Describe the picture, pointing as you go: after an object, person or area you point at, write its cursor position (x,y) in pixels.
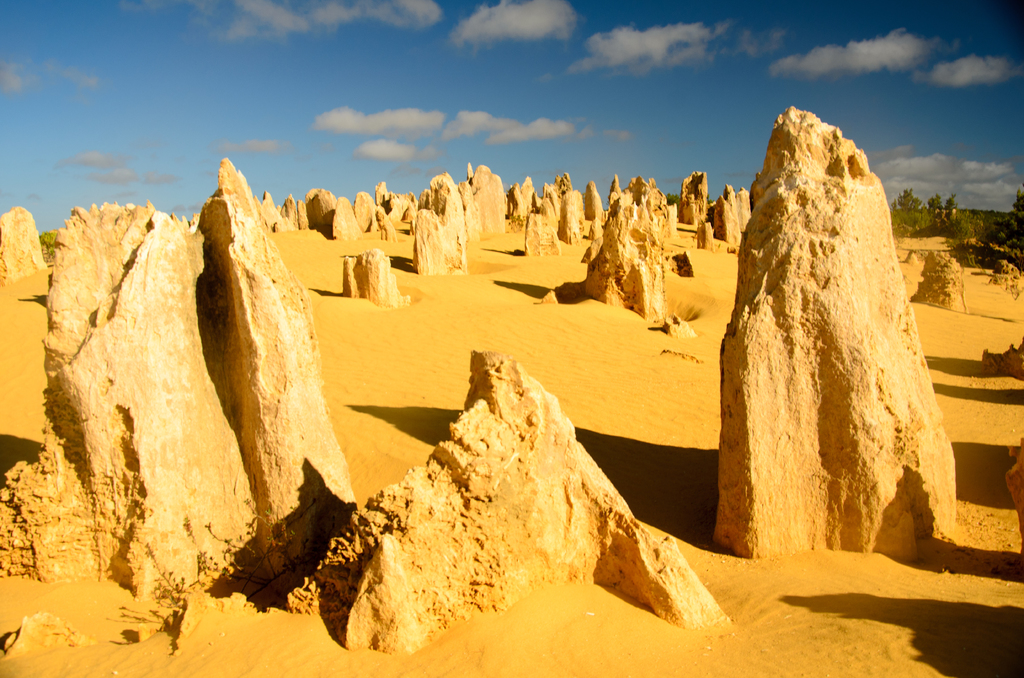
In this image there are big stones (721,443) in the sand (635,513). On the right side (965,235) top there are plants (957,231). At the top (557,54) there is the sky (570,59).
